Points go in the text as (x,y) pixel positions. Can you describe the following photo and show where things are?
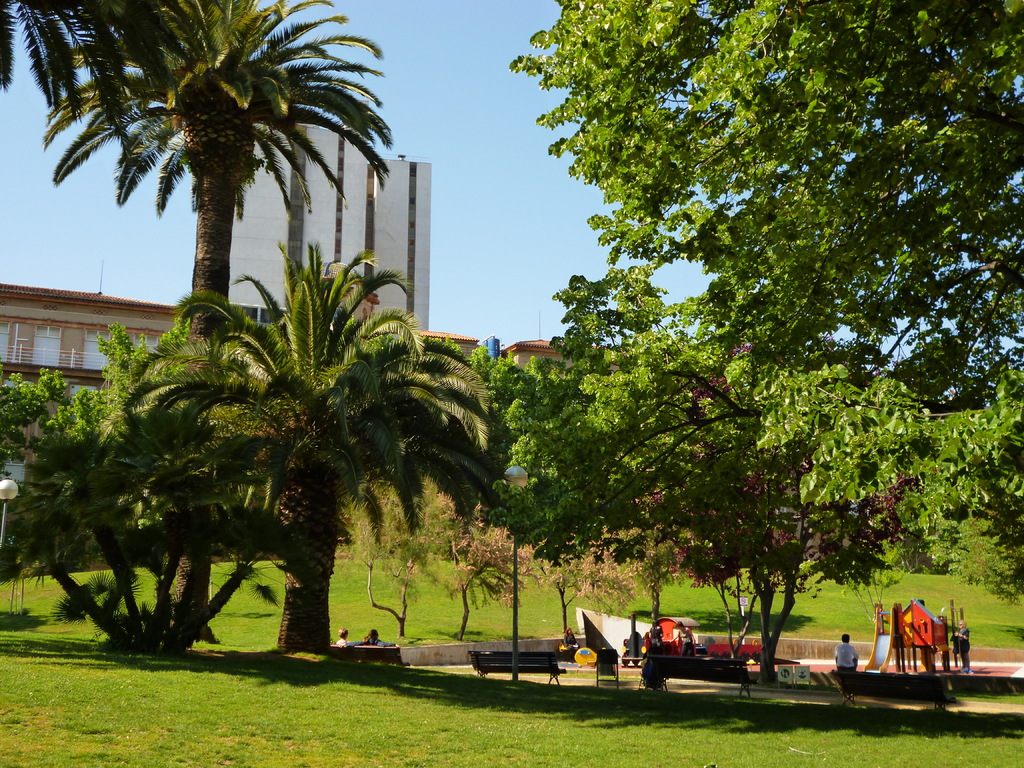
In this image I can see few people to the side of the slides (889,657). I can see few people (371,640) are sitting on the benches (397,651). There are many trees (456,538) around these people (651,635). In the back (86,373) I can see the building (272,269) and the blue sky (446,173).
